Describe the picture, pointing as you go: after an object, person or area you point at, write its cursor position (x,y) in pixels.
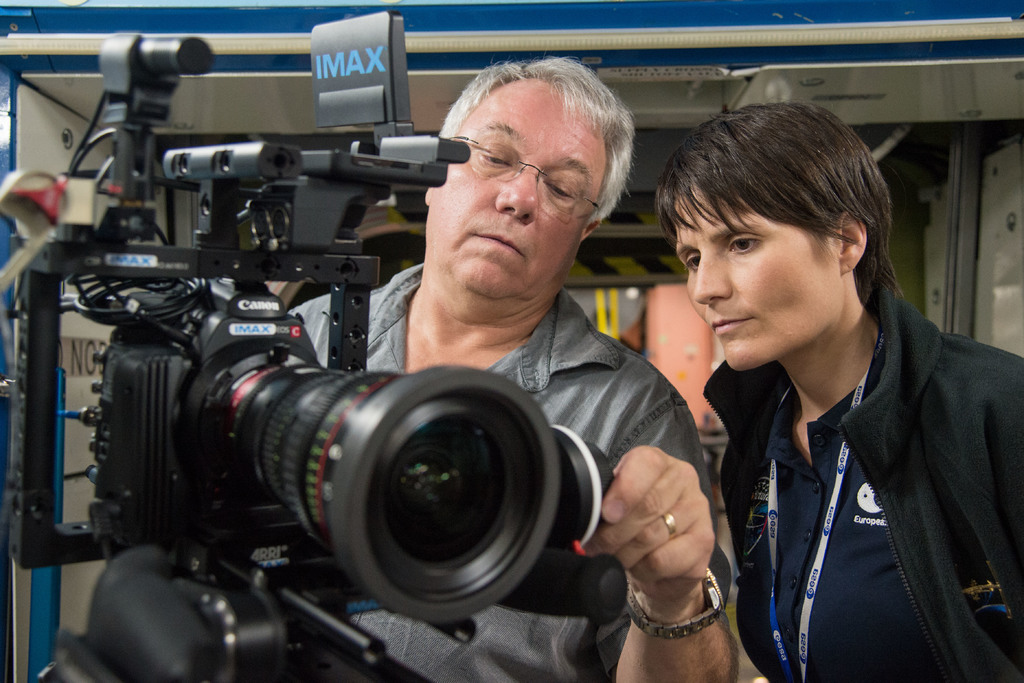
This picture shows a man (515,273) holding a camera (76,651) and a woman (737,426) watching it
